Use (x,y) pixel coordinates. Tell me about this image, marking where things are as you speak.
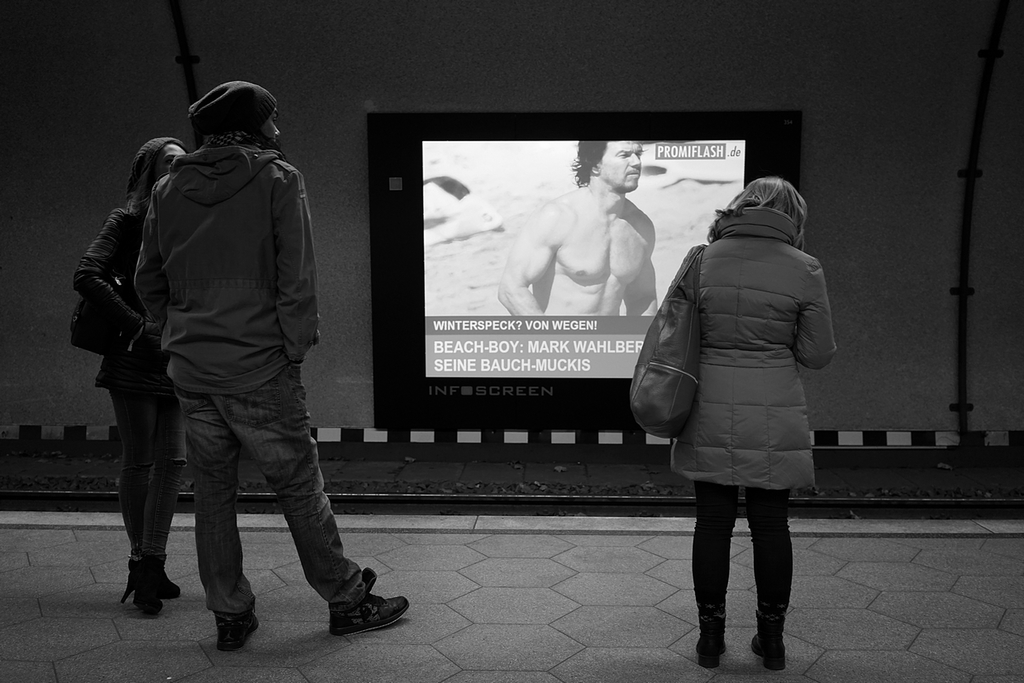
This is a black and white image. I can see three people (215,294) standing two people (715,272) facing towards the back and one is facing towards the right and I can see a screen (532,315) in the center of the image (554,346) and I can see a pavement (456,605) at the bottom of the image (513,612).
